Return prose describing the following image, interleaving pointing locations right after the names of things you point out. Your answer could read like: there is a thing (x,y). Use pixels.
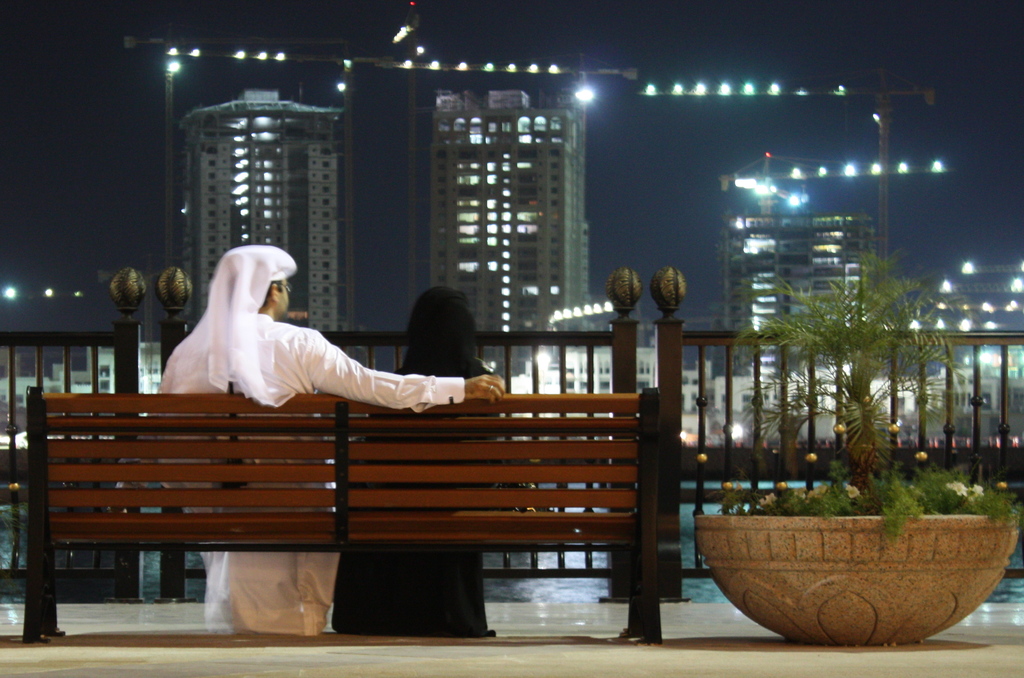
There is a man (323,350) and woman (463,346) sitting on a bench (401,512) in front of the fence (129,387). On the right (832,475) there is a houseplant (871,417). In the background (119,167) there are buildings (534,198), cranes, sky (99,138) and lights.
